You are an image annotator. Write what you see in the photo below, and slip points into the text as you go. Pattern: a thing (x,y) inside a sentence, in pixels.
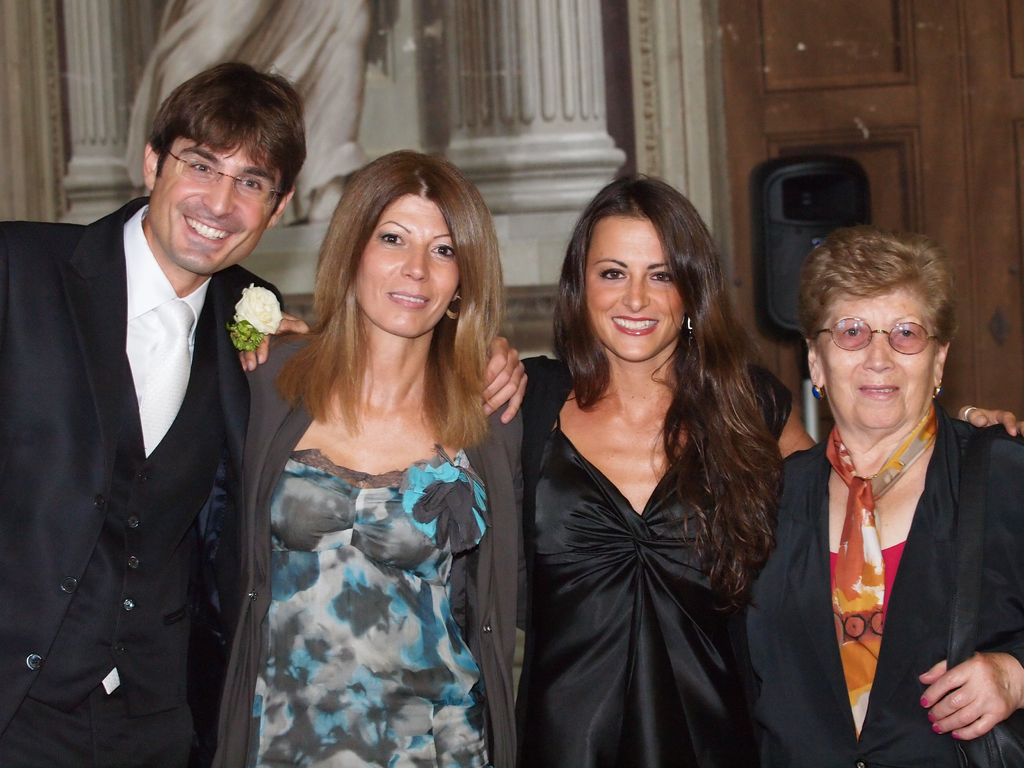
In this picture we can see four people (461,595) smiling, standing and in the background (185,59) we can see doors (902,157), some objects (789,200).
